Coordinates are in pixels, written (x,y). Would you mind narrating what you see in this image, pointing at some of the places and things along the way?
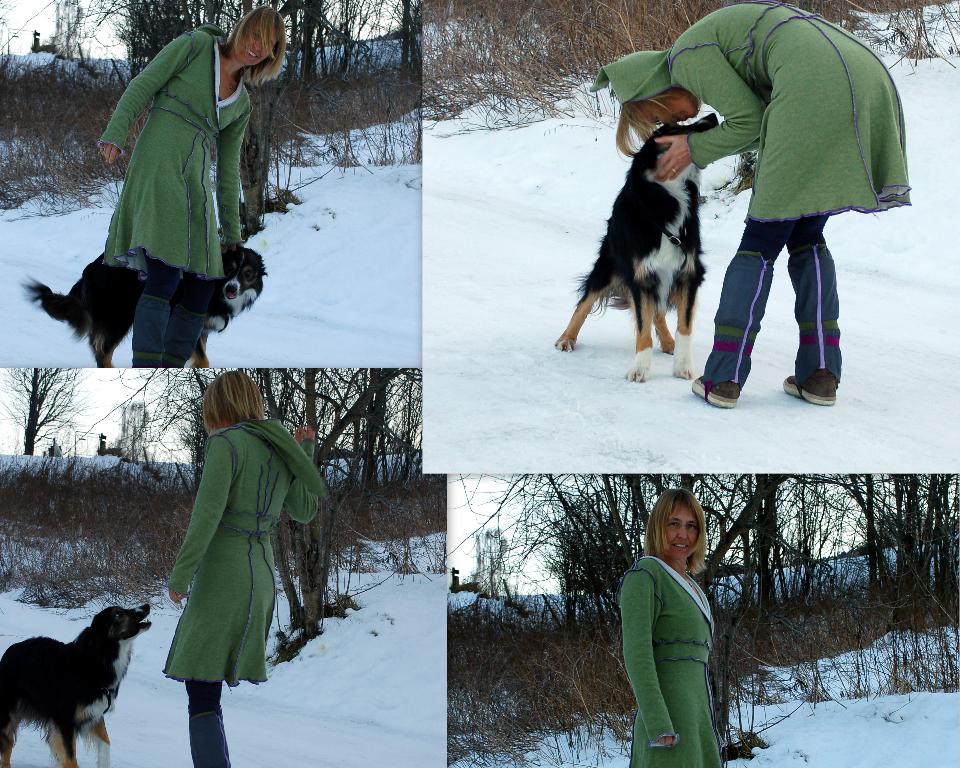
In this picture there is a collage of image. On the right (805,28) there is a Woman (766,95) wearing a green dress (785,63), standing and playing with a Dog (653,189) which is black in color and in the background (446,77) there are some bushes (567,26) and there is a lot of Snow (852,280) and on the left (44,23) we can see the Sky (55,27) is very cloudy.
